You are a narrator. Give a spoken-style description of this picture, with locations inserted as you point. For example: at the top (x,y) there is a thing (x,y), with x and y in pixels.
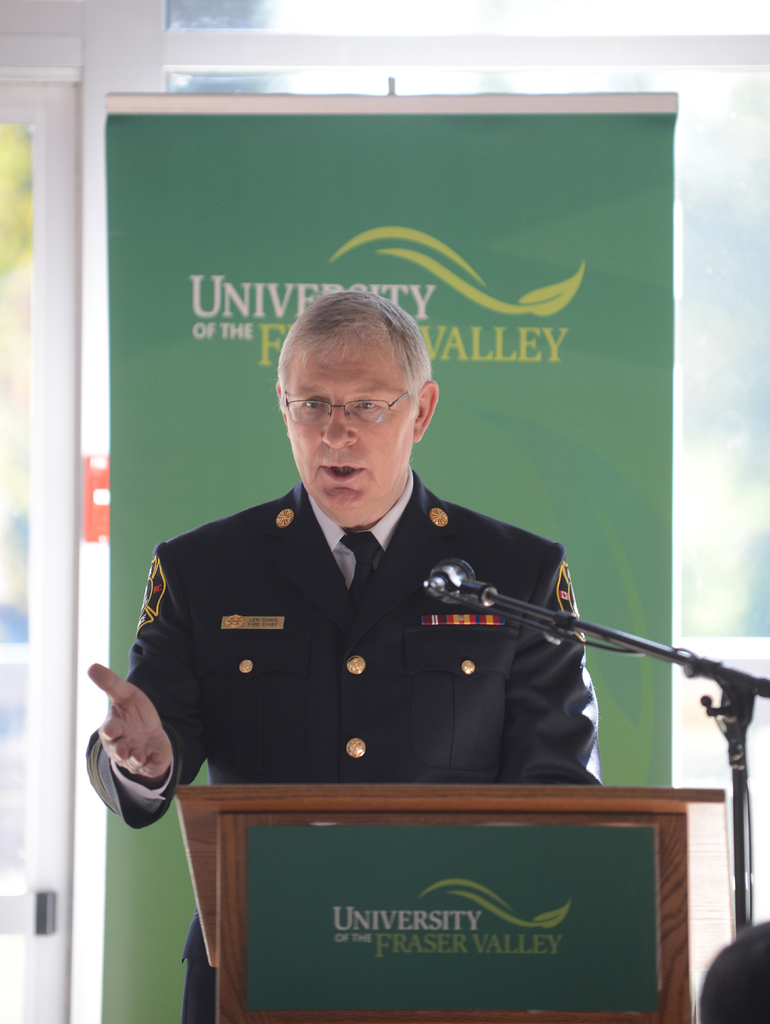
In the foreground of this image (662,926), there is a man (396,541) standing in front of a podium (447,945) and also a mic stand (718,663). In the background (450,240), there is a banner (327,205) and the glass wall (295,22).
